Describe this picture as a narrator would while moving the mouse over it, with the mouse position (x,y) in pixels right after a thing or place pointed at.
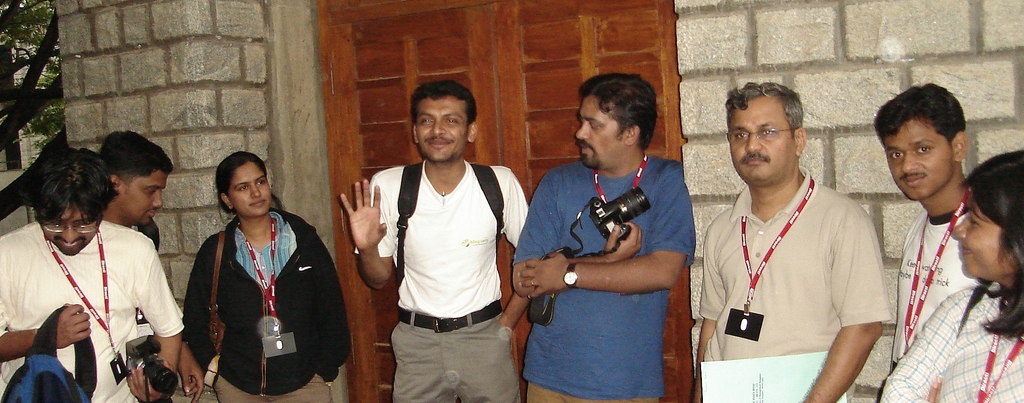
In this image we can see one building (273,106), one tree (28,41), one wooden door (357,75), eight people (220,293) are standing, some people (473,202) are wearing bags (42,376) and some people (831,331) are holding some objects (767,360).
